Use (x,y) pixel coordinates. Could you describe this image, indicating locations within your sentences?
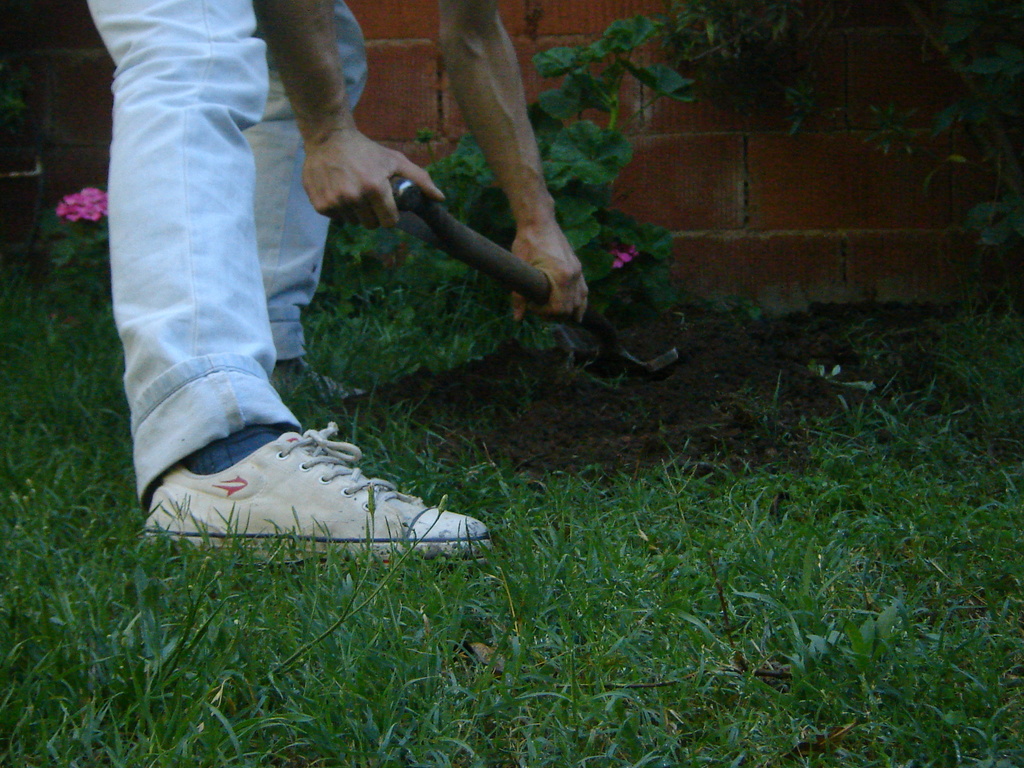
In this image I can see a person (128,331) holding some object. The person (282,352) is wearing white color pant (220,349) and shoe (326,473). I can see grass (325,359) and plants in green color. Background (391,51) the wall (419,75) is in brown color.
